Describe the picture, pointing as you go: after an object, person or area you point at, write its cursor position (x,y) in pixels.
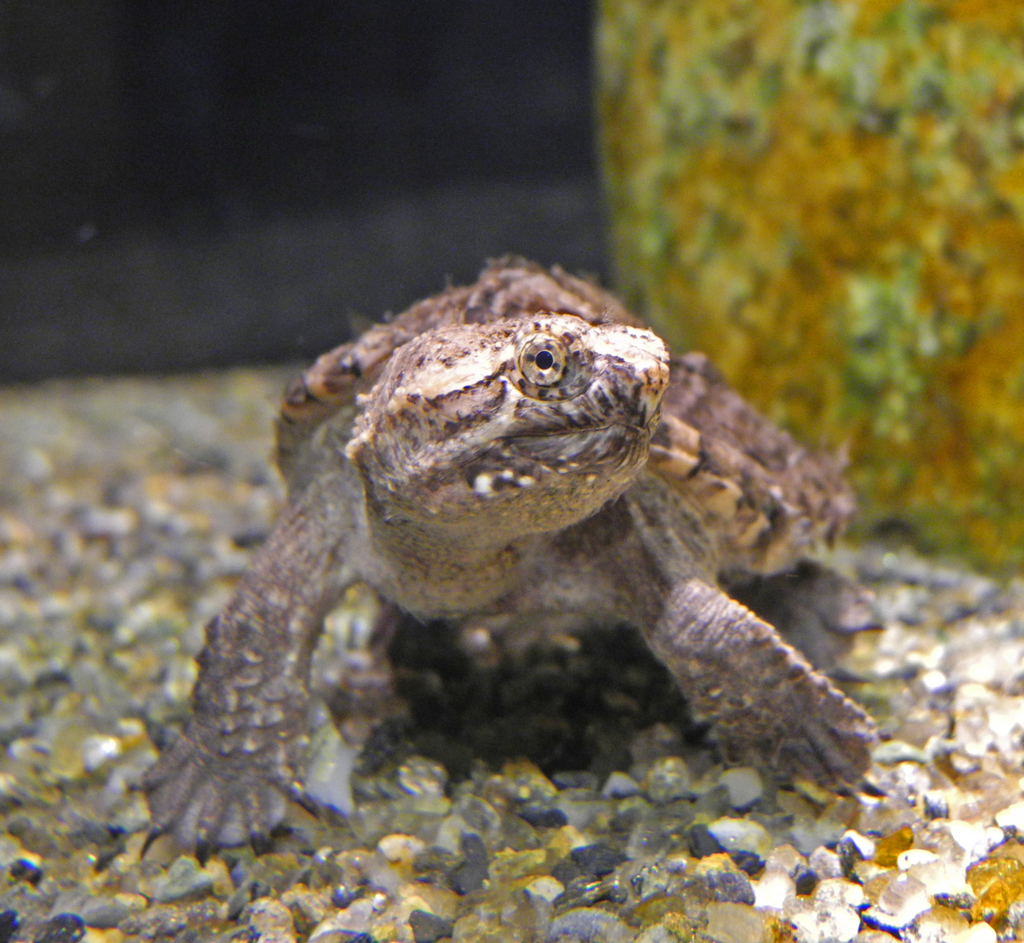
In this picture I can see a turtle (521,437) in front (497,450) which is on the stones (56,542). I see that it is a bit dark in the background (429,138) and on the right side of this picture (816,149) I can see yellow color thing (770,117).
